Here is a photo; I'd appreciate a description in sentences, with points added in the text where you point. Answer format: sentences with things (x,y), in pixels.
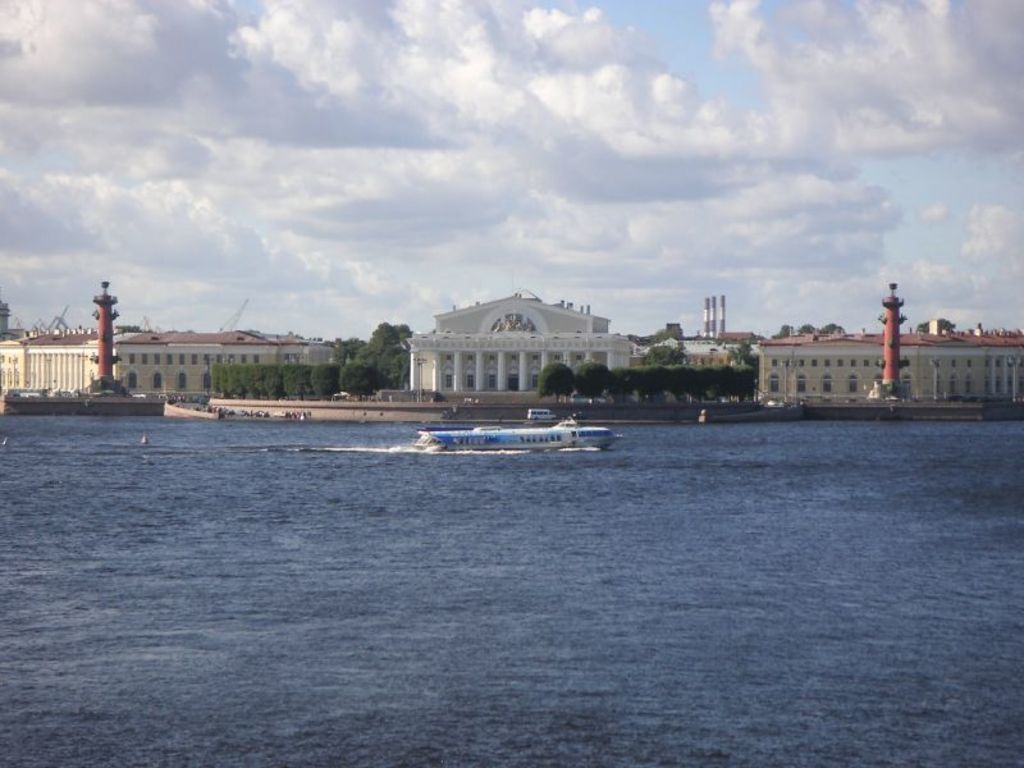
In this picture we can see a boat (573,426) on water (494,469) and in the background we can see buildings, trees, vehicle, sky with clouds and some objects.
